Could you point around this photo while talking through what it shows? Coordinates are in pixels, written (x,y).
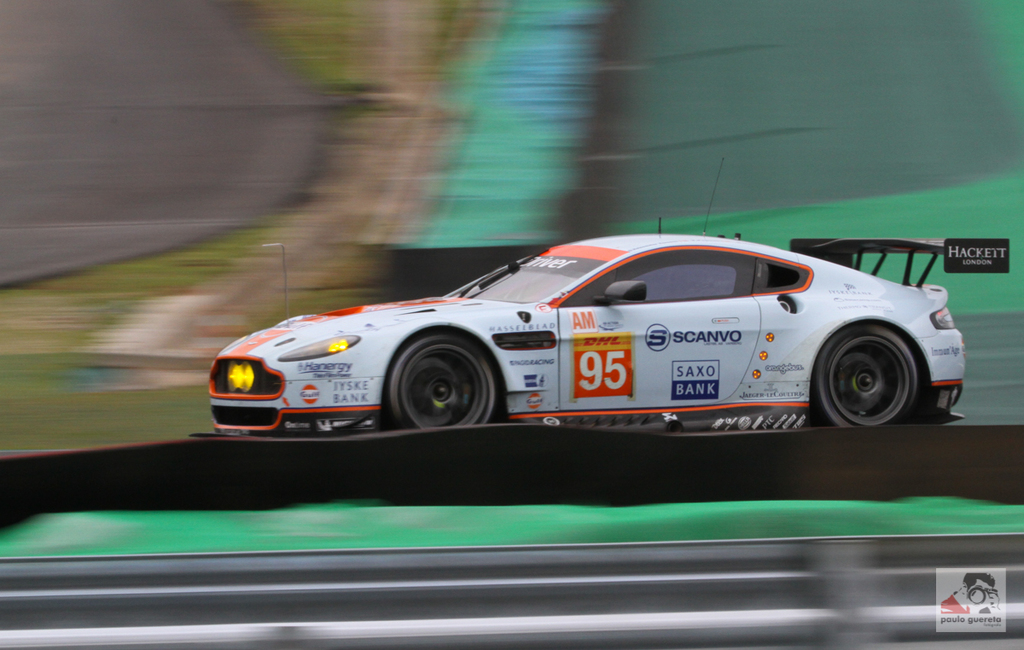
In this image we can see a car (734,412) on the road (815,440).
